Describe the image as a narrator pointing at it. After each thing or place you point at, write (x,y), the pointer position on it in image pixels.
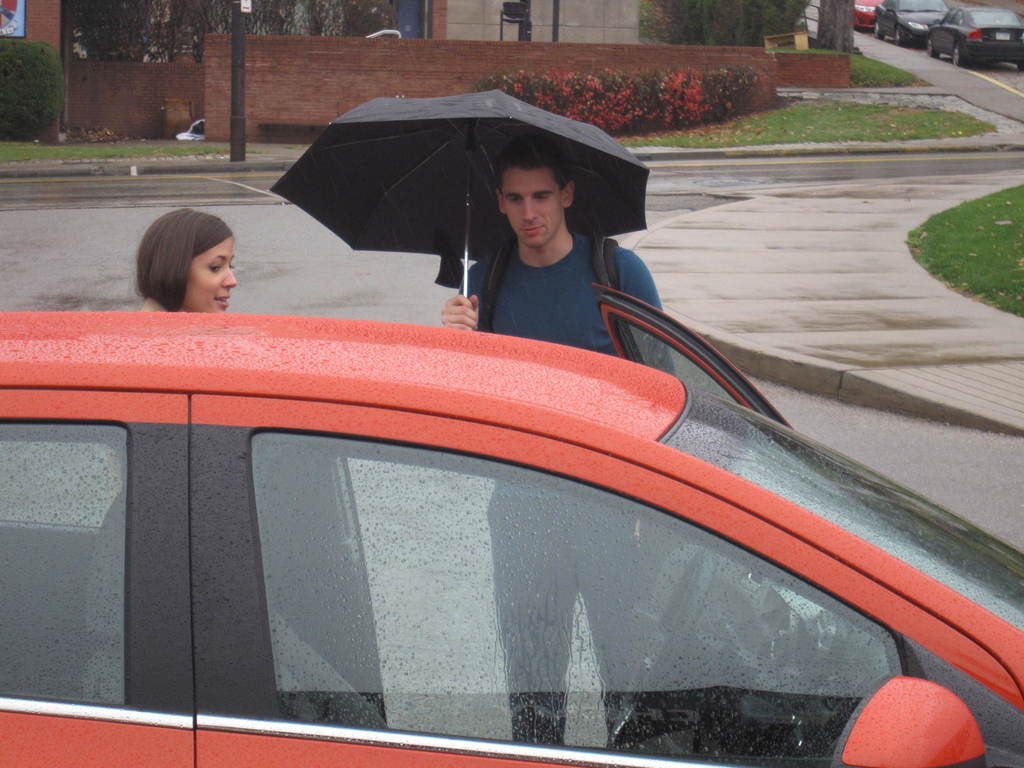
In this picture we can see there are two people (555,281) standing on the road (404,278) and the man (522,215) is holding an umbrella (480,199). In front of the people (207,271) there is a car (273,536). Behind the people (485,278) there is a pole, plants (180,43) and a wall (193,78). Behind the wall (220,59), it looks like a building (476,9). On the right side of the building (459,17) there are some vehicles (886,33) parked on the road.
